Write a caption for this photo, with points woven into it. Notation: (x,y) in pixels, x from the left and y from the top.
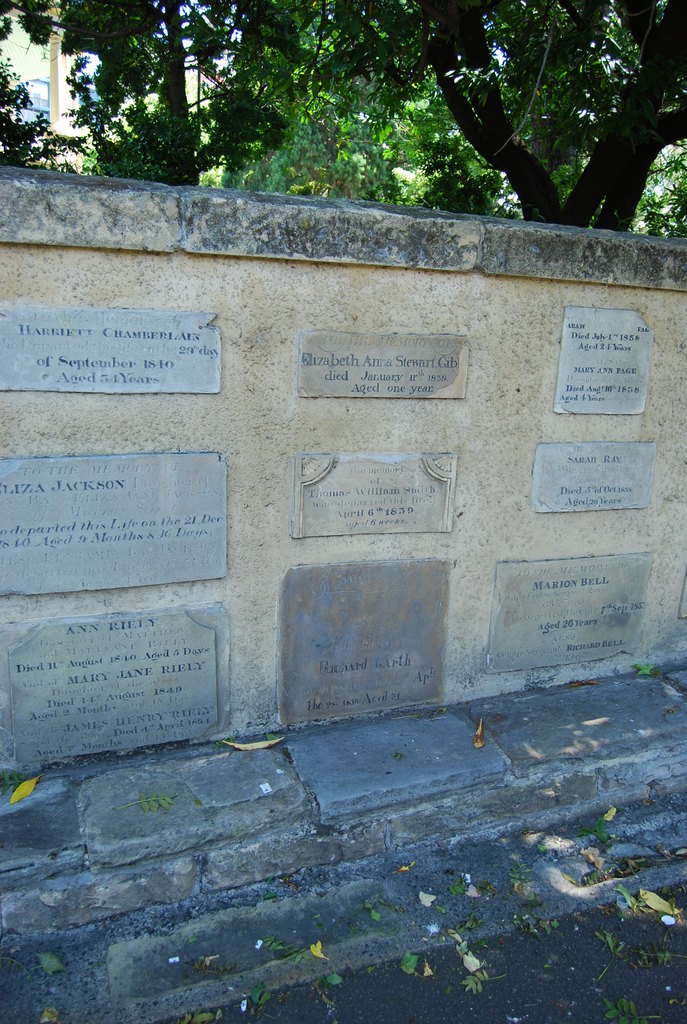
These are the memorial stones (178,383), which are attached to the wall (409,284). These are the trees (400,98) with branches (446,81) and leaves (408,114).
